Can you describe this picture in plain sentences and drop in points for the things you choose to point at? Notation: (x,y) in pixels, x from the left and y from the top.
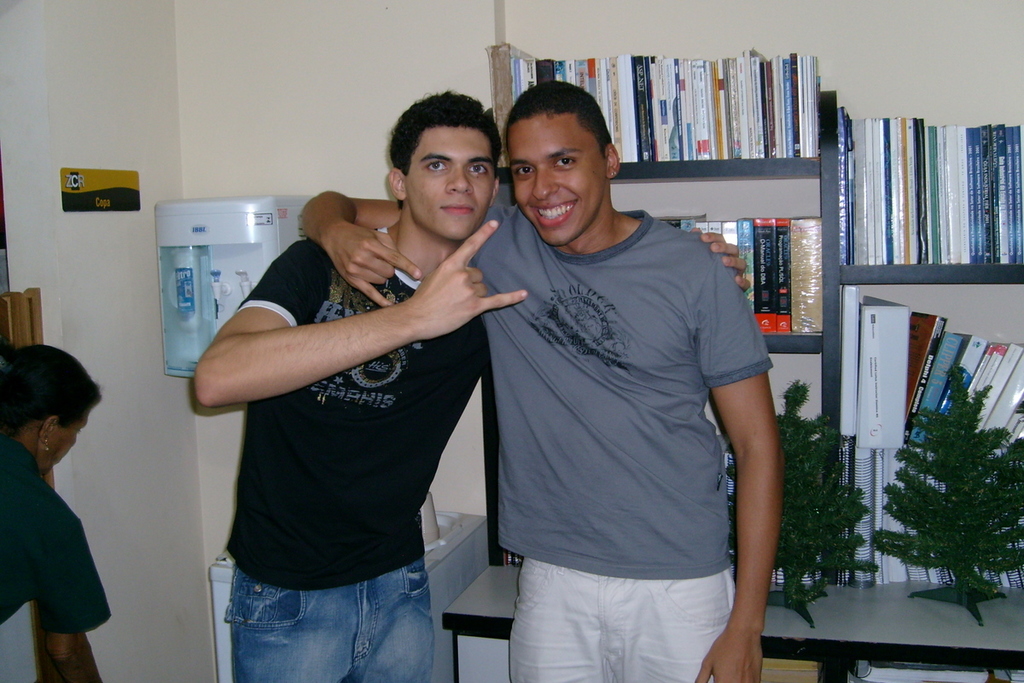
In the picture we can see a two men (547,545) are standing on the floor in the house (241,130), behind them, we can see a table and some artificial plant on it and into the wall (250,145) we can see some racks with a book (846,212) and besides we can see a water purifier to the wall (125,547).
